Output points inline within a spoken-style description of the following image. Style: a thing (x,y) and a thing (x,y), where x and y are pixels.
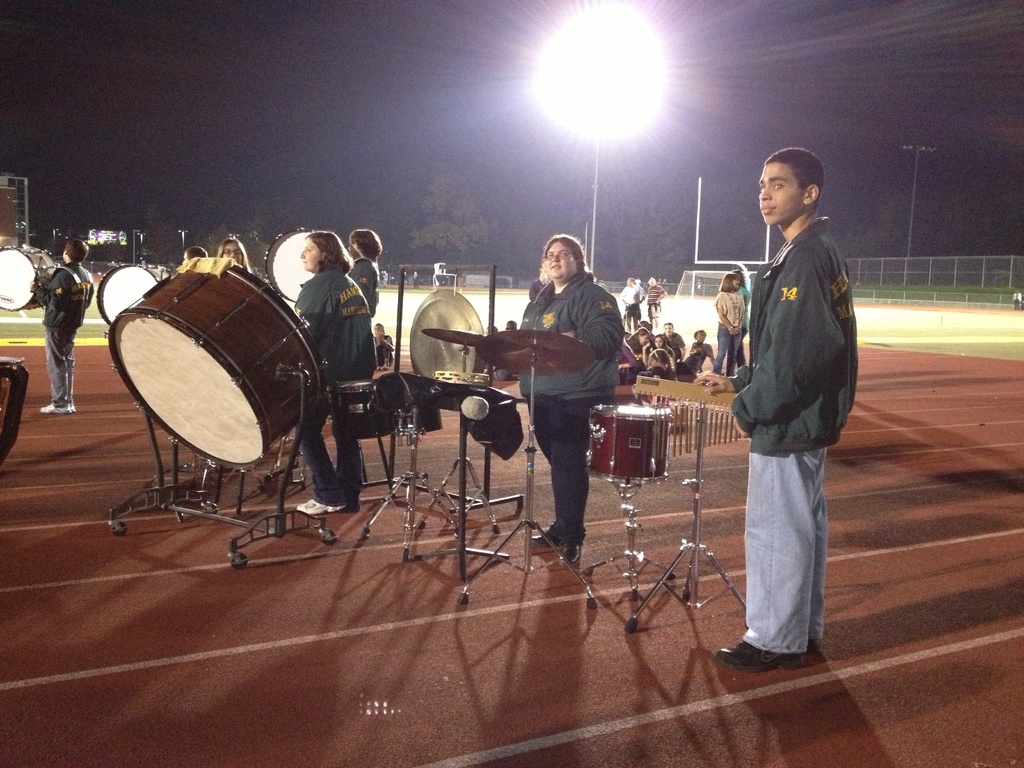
In the picture we can see an orchestra troop (820,494) playing a music in the playground (234,688) and some people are sitting on the ground (45,721) and watching them and in the background (893,207), we can see some fencing wall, besides we can see trees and sky (278,205).
